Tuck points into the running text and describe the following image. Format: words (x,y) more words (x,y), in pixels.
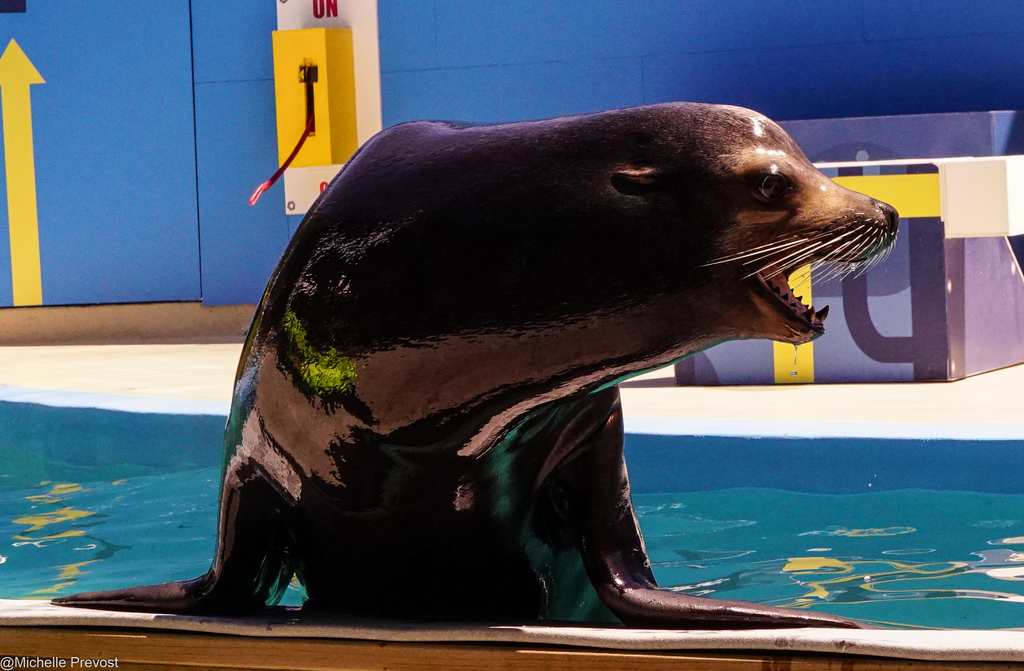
In this image we can see water (221,461) and a sea animal (462,516). In the background (159,138) we can see wall (797,84) and objects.
